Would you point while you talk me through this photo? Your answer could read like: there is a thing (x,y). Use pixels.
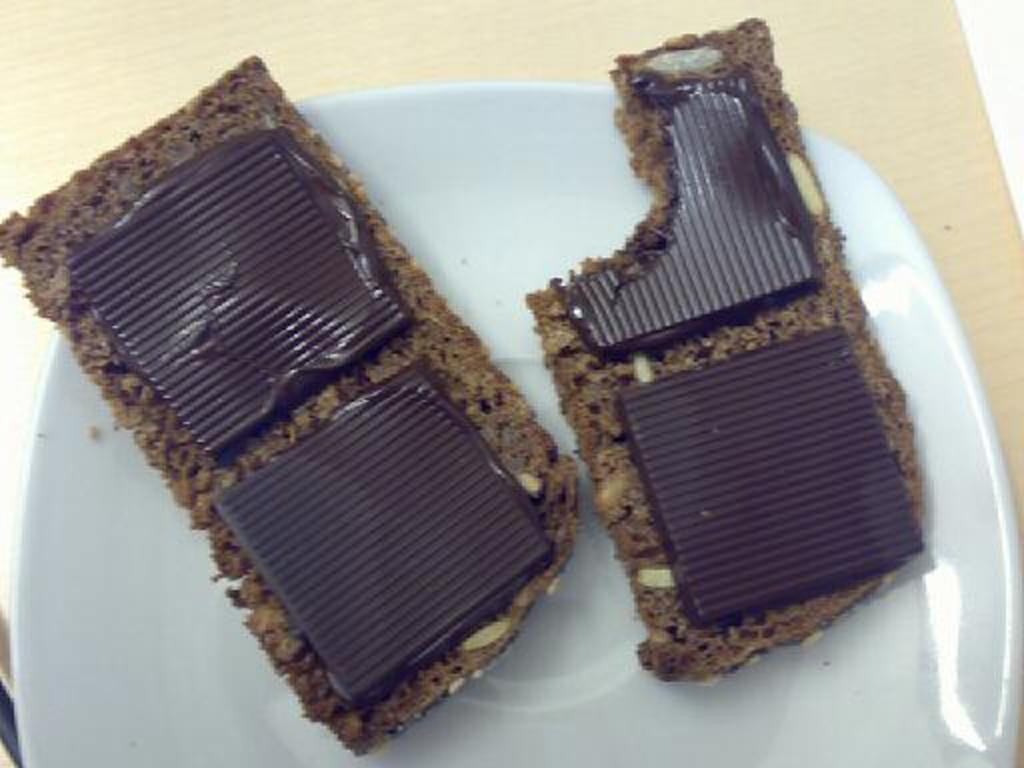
In this image I can see a plate (900,322) in which chocolate bars (369,317) are there which are kept on the table (822,92). This image is taken in a room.
